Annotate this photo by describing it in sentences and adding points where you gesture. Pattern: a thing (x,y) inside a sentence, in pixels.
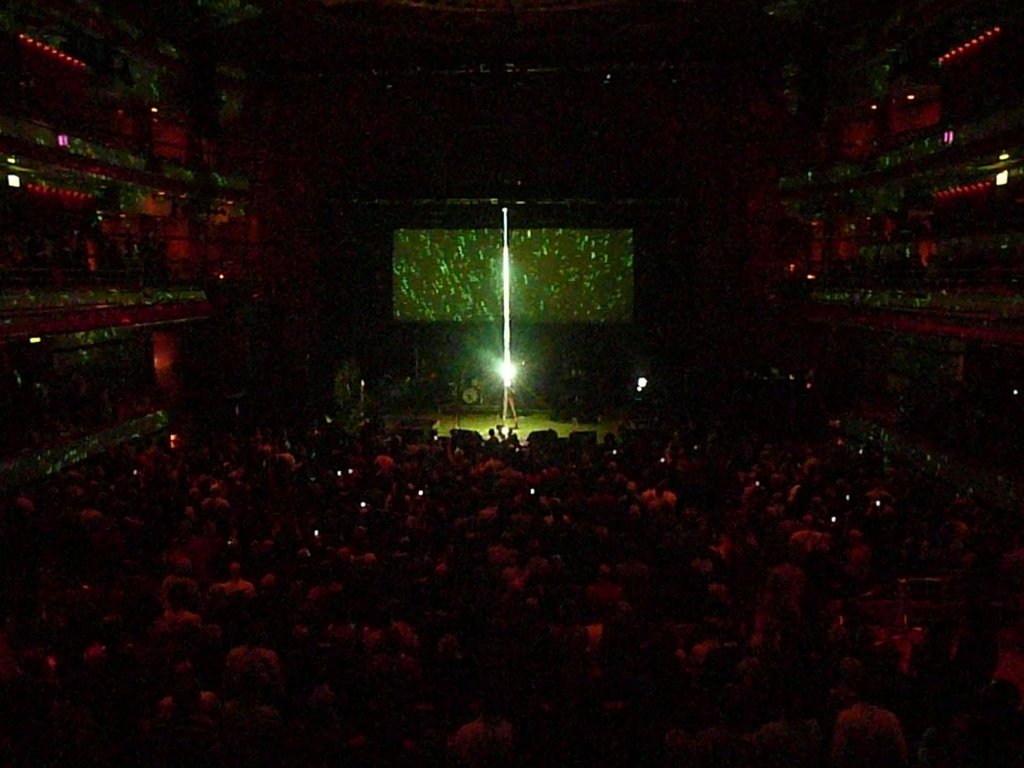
In the image in the center (423,389) we can see one stage (481,420). On stage (520,428), we can see one person (504,411) standing, light (508,358), speakers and few other objects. In the bottom of the image (191,588) we can see group of peoples (477,583) were sitting. In the background (720,116) we can see wall (831,61), roof (504,38), lights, screen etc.
